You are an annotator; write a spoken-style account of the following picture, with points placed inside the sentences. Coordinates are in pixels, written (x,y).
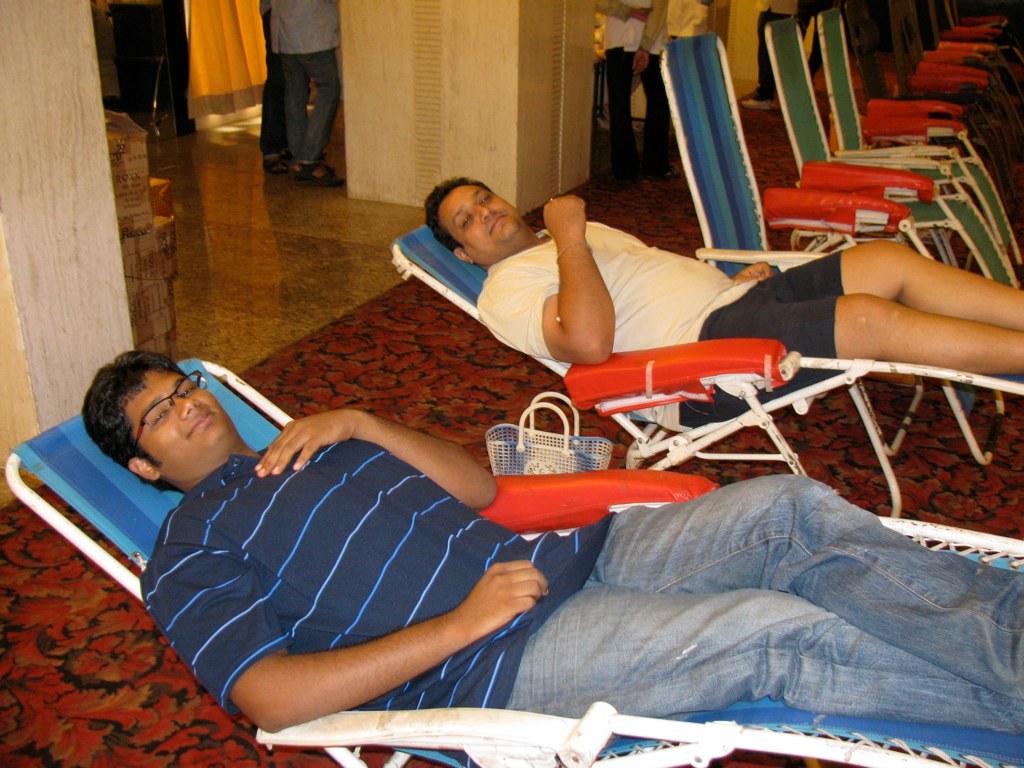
In the foreground of this picture (610,443), there are two men (573,660) lying on the chairs (839,718) and a basket (571,453) on the floor (551,424). In the background (1001,145), there are many chairs (903,144), a pillar (467,61), floor (1014,104), few persons (306,24) standing, curtain (220,63) and few card board boxes (154,215).
